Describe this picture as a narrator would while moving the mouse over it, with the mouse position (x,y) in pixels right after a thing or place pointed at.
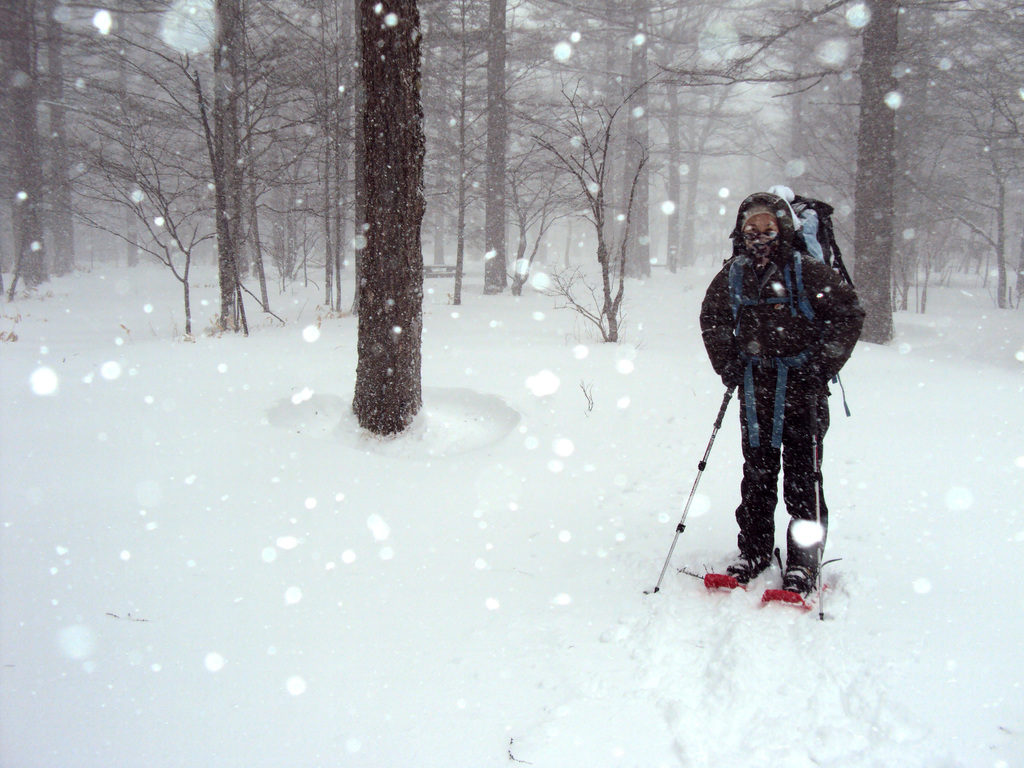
In this image there is a person (769,484) wearing a skiing gear (801,299) is standing on the surface of the snow (718,490), behind the person (754,273) there are trees (381,269).
